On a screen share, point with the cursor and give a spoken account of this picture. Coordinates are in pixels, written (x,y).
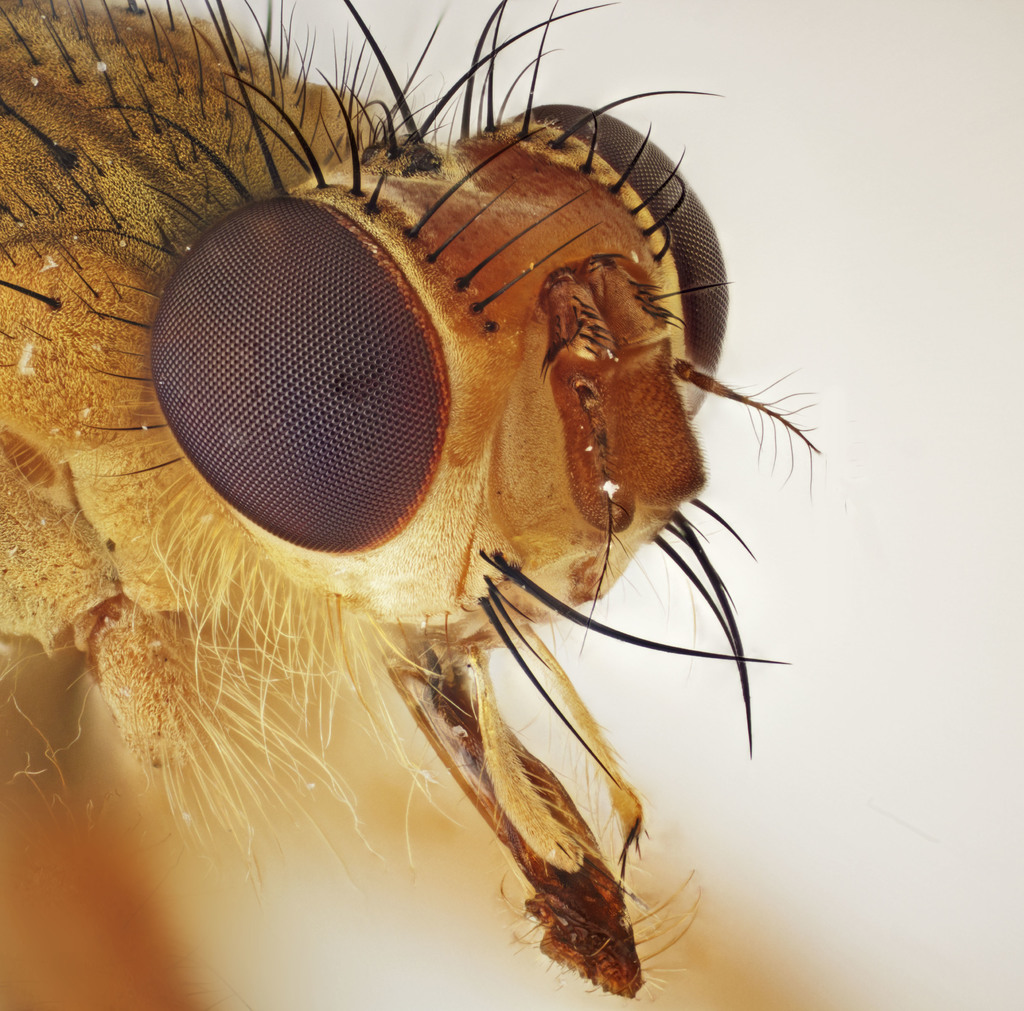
In this image we can see a insect (447,656) with hairs (257,116). The background of the image (814,297) is white in color.
